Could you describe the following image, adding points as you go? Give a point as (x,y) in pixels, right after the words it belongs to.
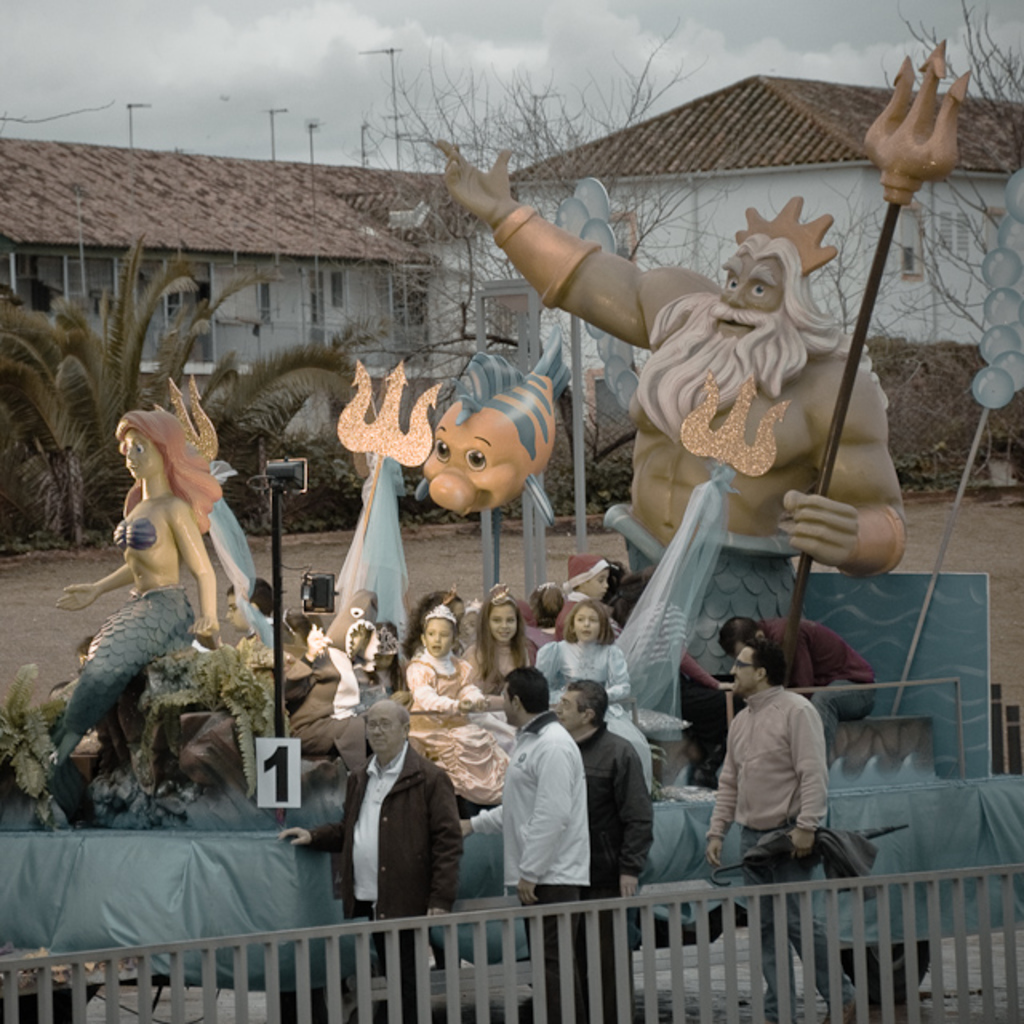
In this image I see a platform (105,731) on which there are few sculptures (646,376) and I see few people (521,631) over here and I see 4 men (586,761) over here and I see the fencing (81,962) over here. In the background (855,269) I see the buildings (951,278), trees (438,347), poles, ground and the cloudy sky (575,66).
